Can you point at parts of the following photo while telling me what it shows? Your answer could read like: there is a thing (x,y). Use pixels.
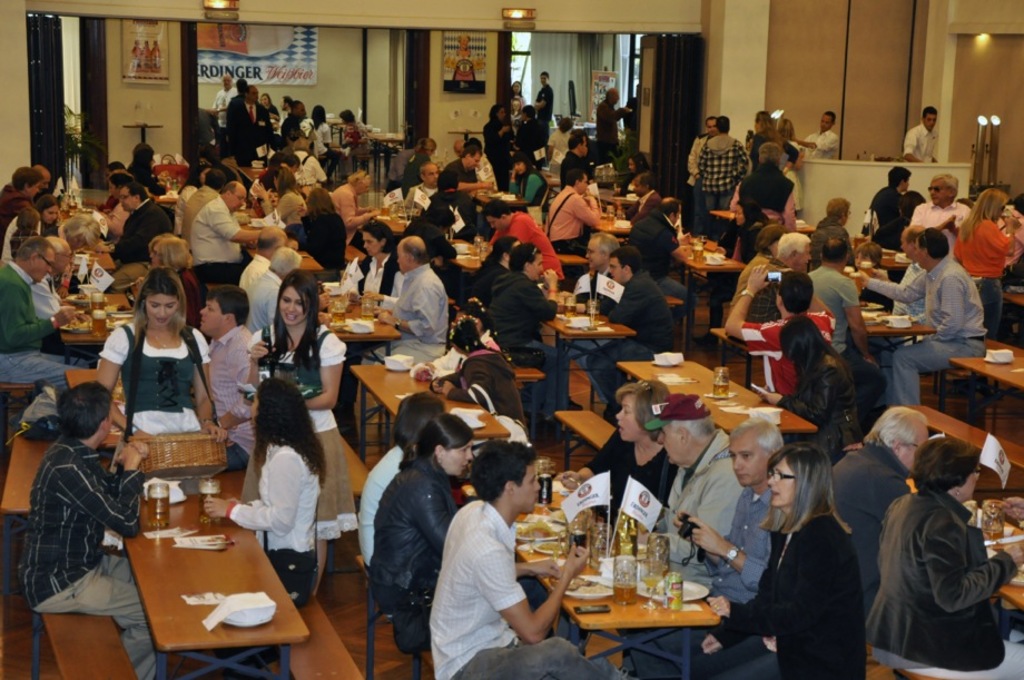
In the image we can see group of peoples (331,224) were sitting on the chair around the table (642,369). On table (382,367) we can see food items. In the front (289,333) we can see three persons (160,311) were standing. Coming to the background (924,135) we can see some peoples (614,111) were standing and we can see wall (469,24) and some sign boards (302,55).
